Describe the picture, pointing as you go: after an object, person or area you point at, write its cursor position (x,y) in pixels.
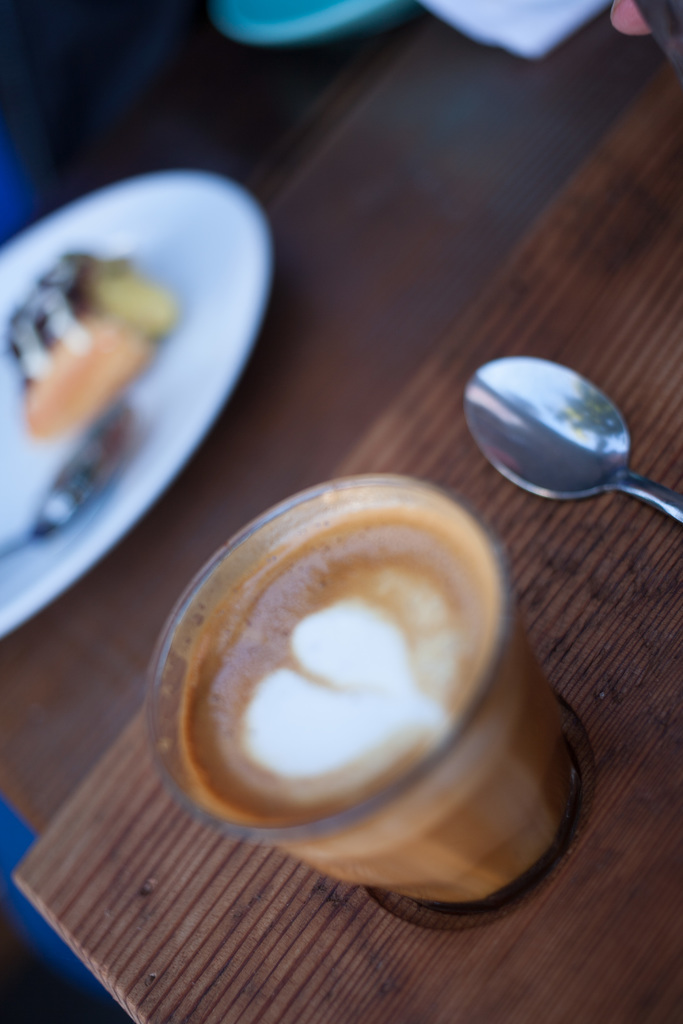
In this image i can see a coffee glass (406,665), a spoon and a plate (145,501) with food (148,352) in it.
